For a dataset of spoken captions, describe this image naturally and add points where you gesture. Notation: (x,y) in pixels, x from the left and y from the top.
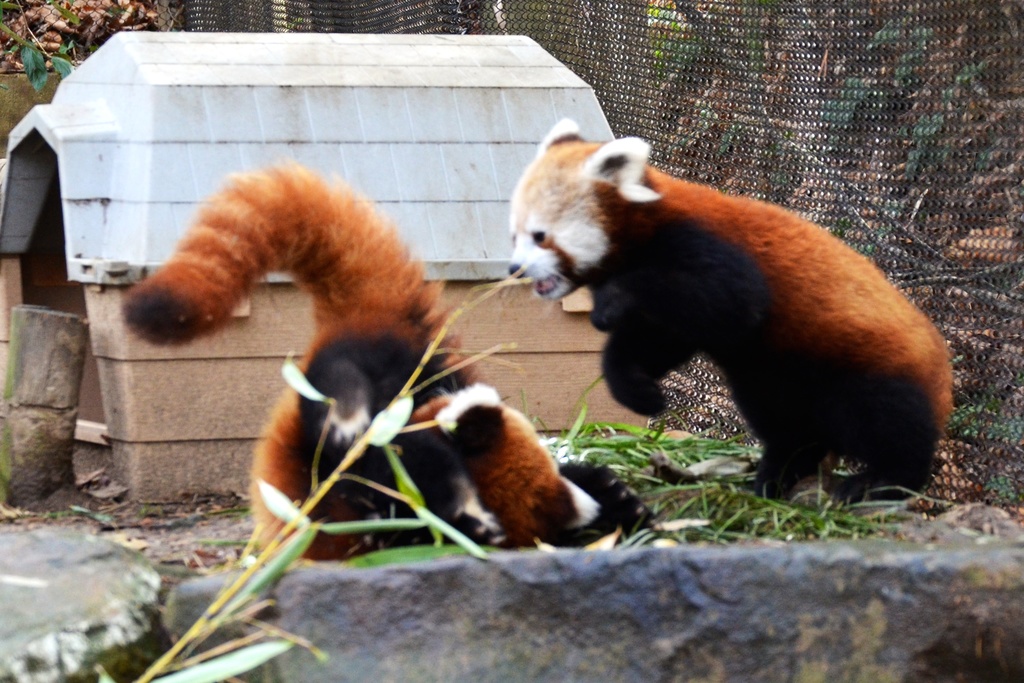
In this image we can see the red pandas (492,471) on the ground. We can also see some grass (653,509), a shed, a wooden log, some plants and the mesh (684,373). On the bottom of the image (375,605) we can see a plant (179,679) and the rocks (551,623).
